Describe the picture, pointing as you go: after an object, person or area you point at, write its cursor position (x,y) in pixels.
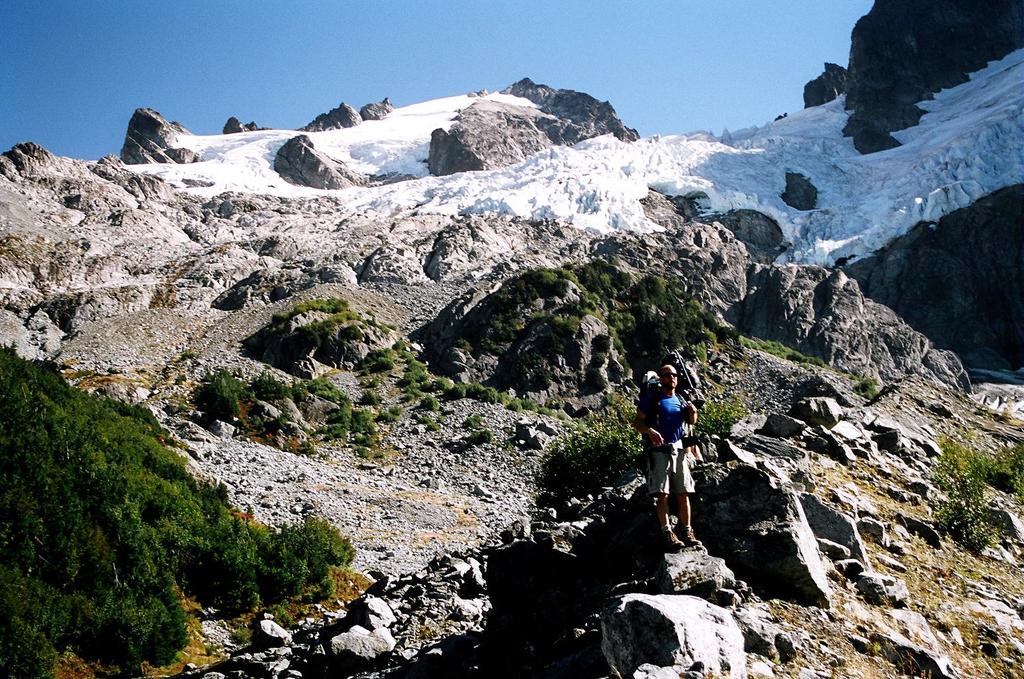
In this picture there is a person (670,476) standing on the mountain (687,615) and there are plants (663,278) and there is snow (705,181) on the mountain (869,280). At the top (571,16) there is sky (453,16).
